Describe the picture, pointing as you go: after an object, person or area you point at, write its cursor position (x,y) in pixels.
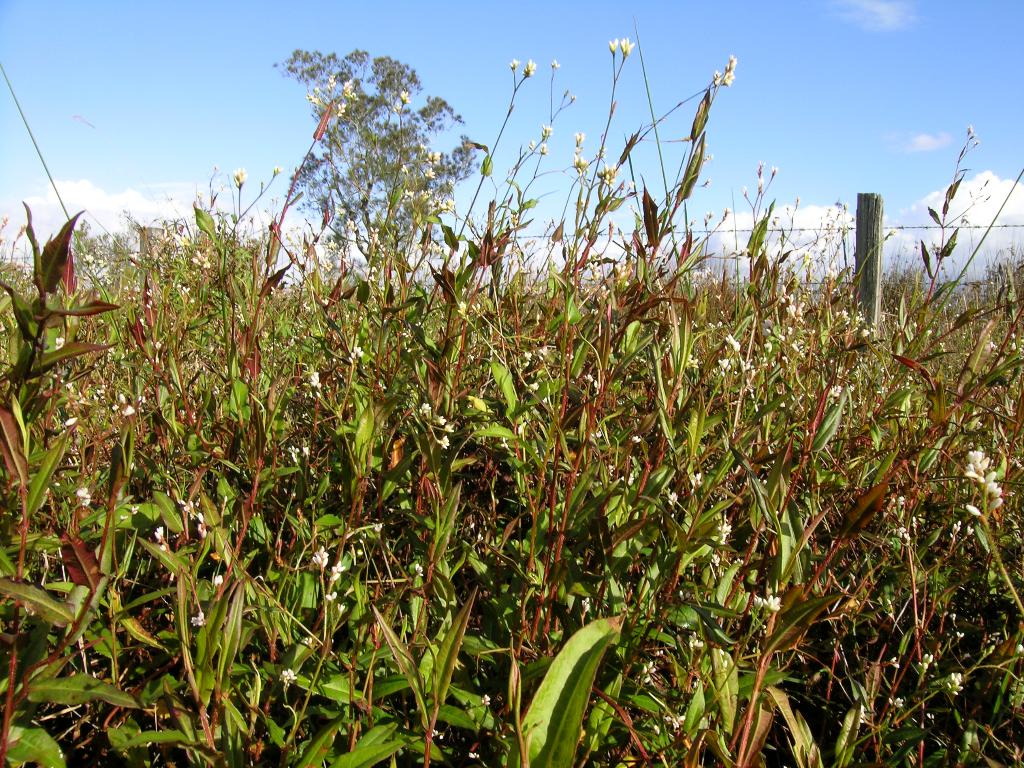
In the picture we can see grass plants (869,378) with flowers (834,393) and some pole (862,289) and behind it we can see a tree (444,189) and sky (783,49) with clouds (805,234).
